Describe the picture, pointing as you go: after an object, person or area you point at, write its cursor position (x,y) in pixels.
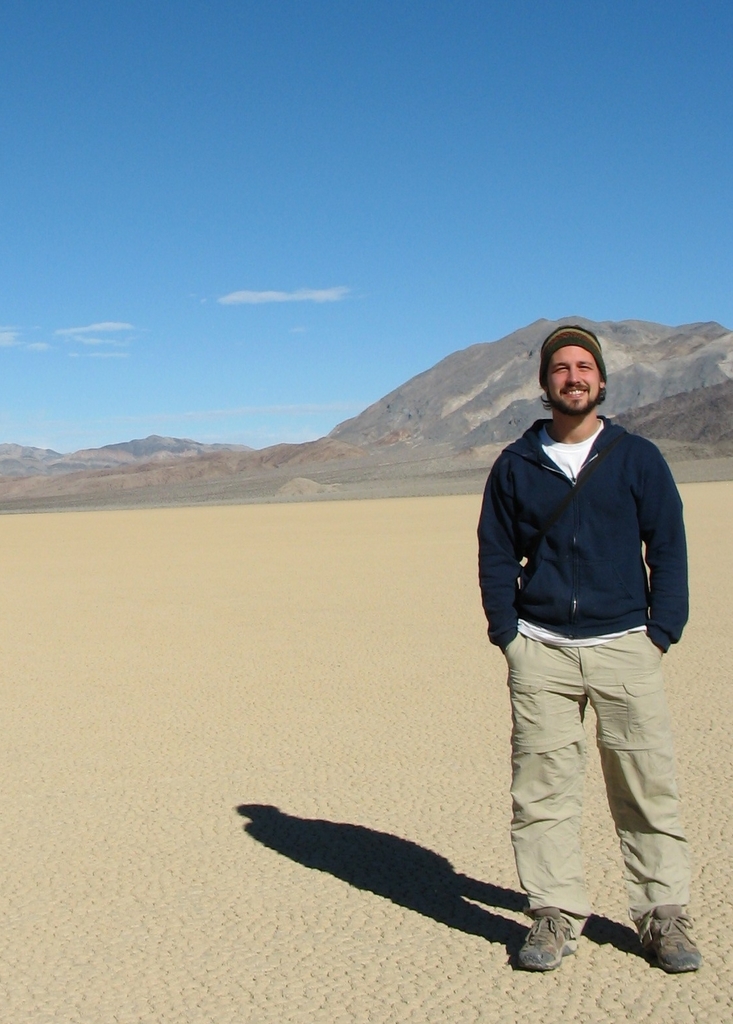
On the right side of the image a man (676,867) is standing and smiling. Behind him there are some hills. At the top of the image (662,247) there are some clouds (102,325) and sky (102,362). At the bottom of the image (689,685) there is sand (184,549).
